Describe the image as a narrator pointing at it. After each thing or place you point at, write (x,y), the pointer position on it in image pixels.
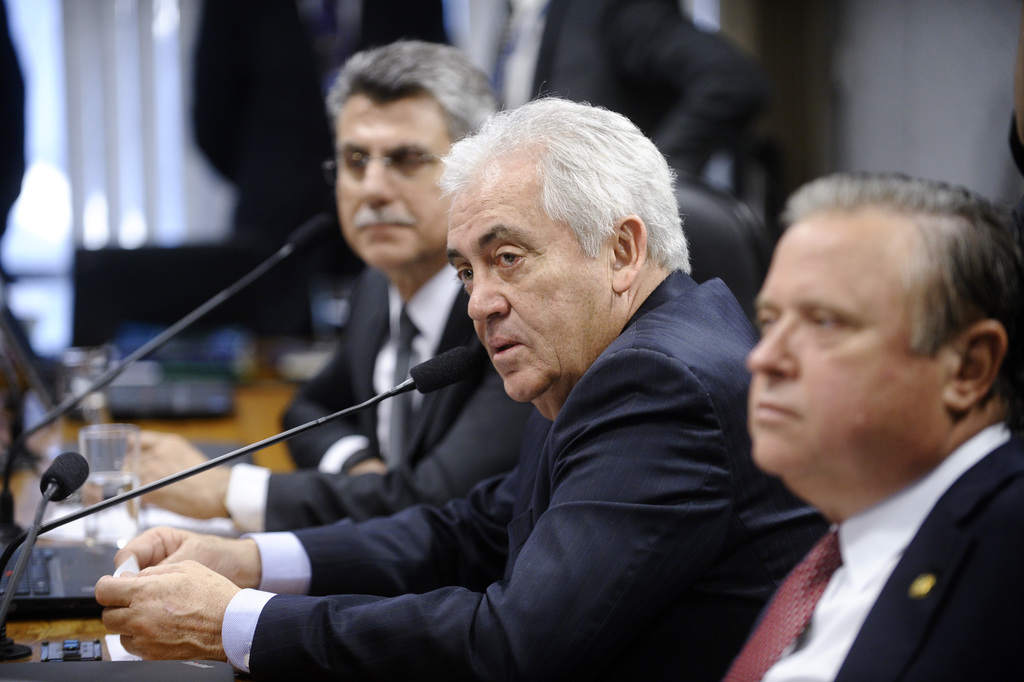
In this picture there are people (621,297) those who sitting in the center of the image (489,252), there is a table (259,401) in front of them, on which there is a mic (12,599), glass (114,454), and papers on it, there are other people (321,147) in the background area of the image (670,102).
